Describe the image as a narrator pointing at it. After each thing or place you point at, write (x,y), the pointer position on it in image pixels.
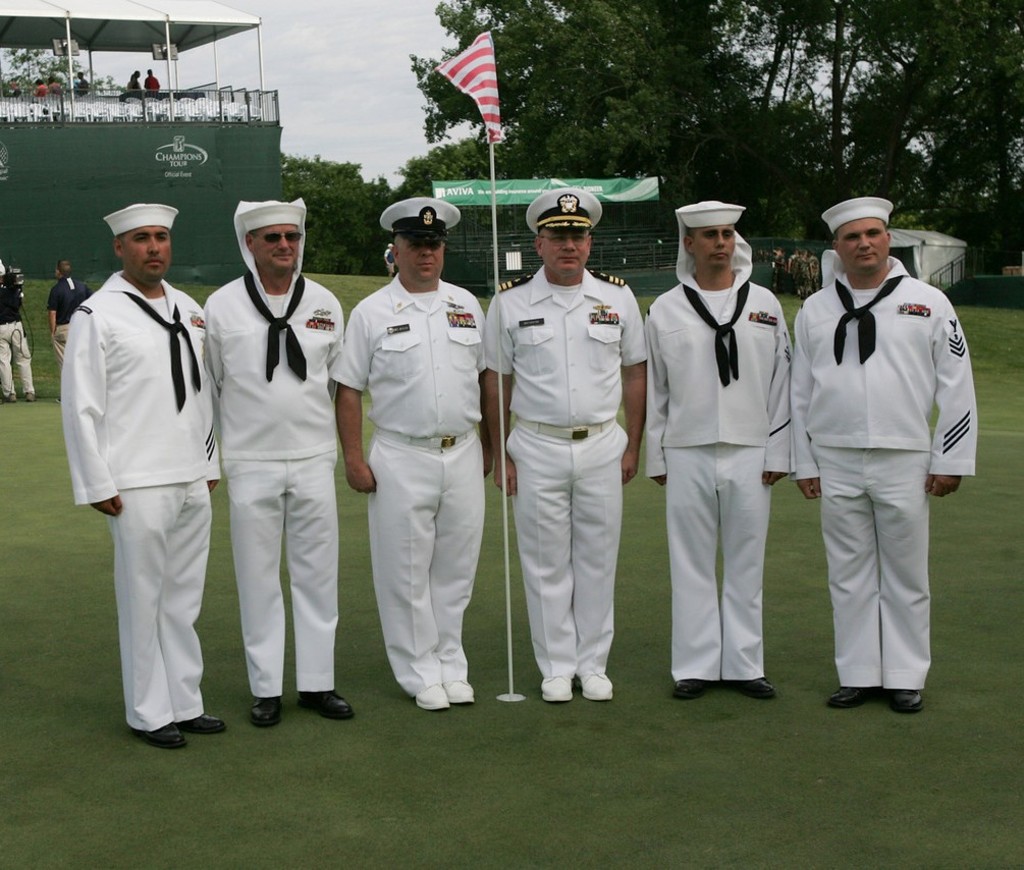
In this image we can see persons (396,372) wearing white uniforms (530,530) and standing on the ground (462,705). There is a flag (495,62). In the background (199,17) we can see the roof (157,6) for shelter. We can also see many trees (741,174). Sky (396,30) is also visible. On the left (12,303) we can see two persons (51,288) with black t shirts (58,302).
